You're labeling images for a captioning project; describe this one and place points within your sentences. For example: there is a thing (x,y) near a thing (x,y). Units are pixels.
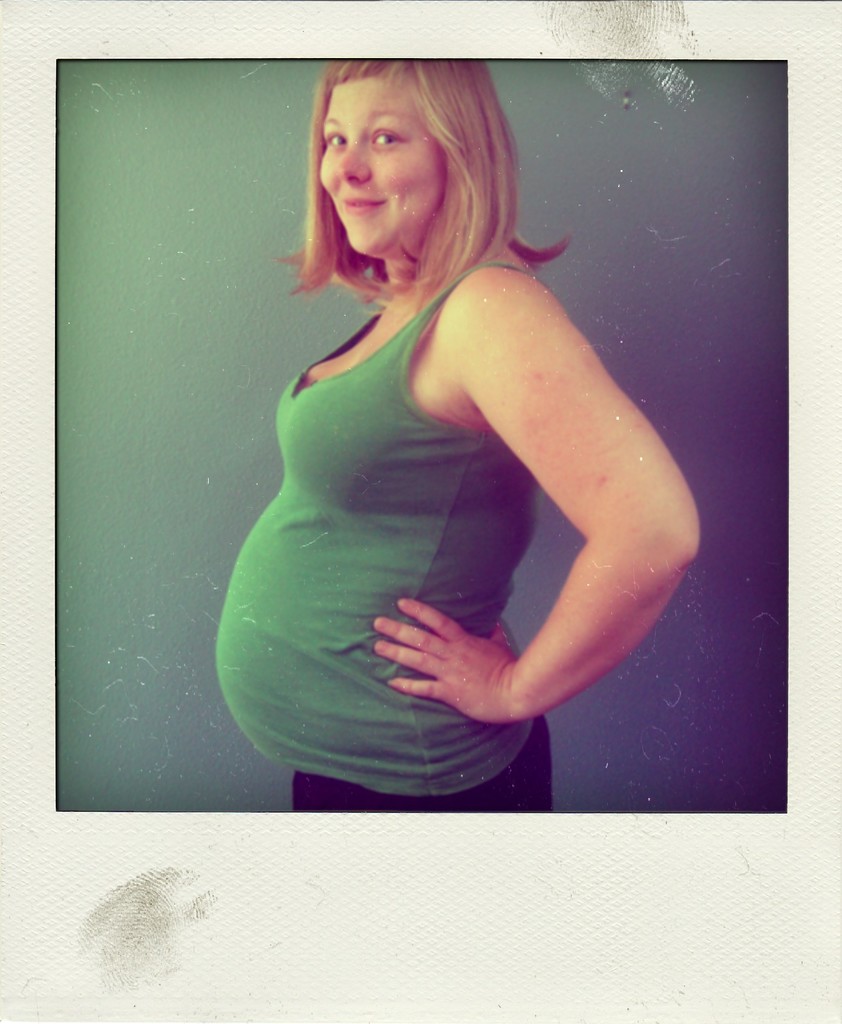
This is the photo of a lady (388,601) and we can also see the background (246,319).
